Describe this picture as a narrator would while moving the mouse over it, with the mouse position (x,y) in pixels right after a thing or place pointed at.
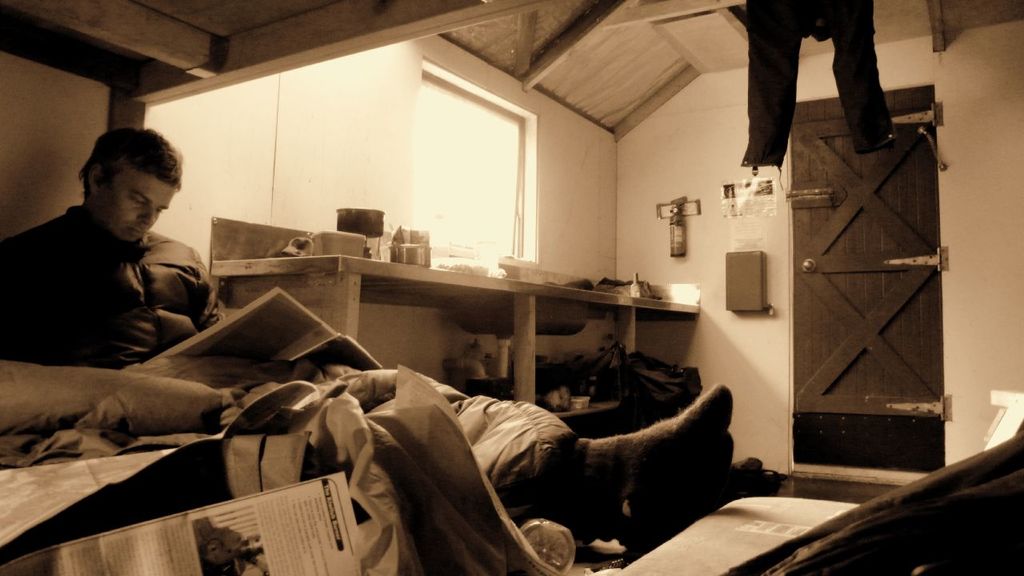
In this image we can see this person (146,237) wearing a jacket (141,303) is sitting on the bed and holding a book (284,333) in his hands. Here we can see the blanket (398,552), papers (252,546) and the bottle (560,531) on the bed (738,526). In the background (854,327), we can see bowls (348,219), sink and a few things (321,237) here, we can see pant (792,63) hanged here, we can see wooden door (816,284), glass windows (511,210) and wooden ceiling (567,36). Here we can see a few things (763,187) on the wall (771,266).
